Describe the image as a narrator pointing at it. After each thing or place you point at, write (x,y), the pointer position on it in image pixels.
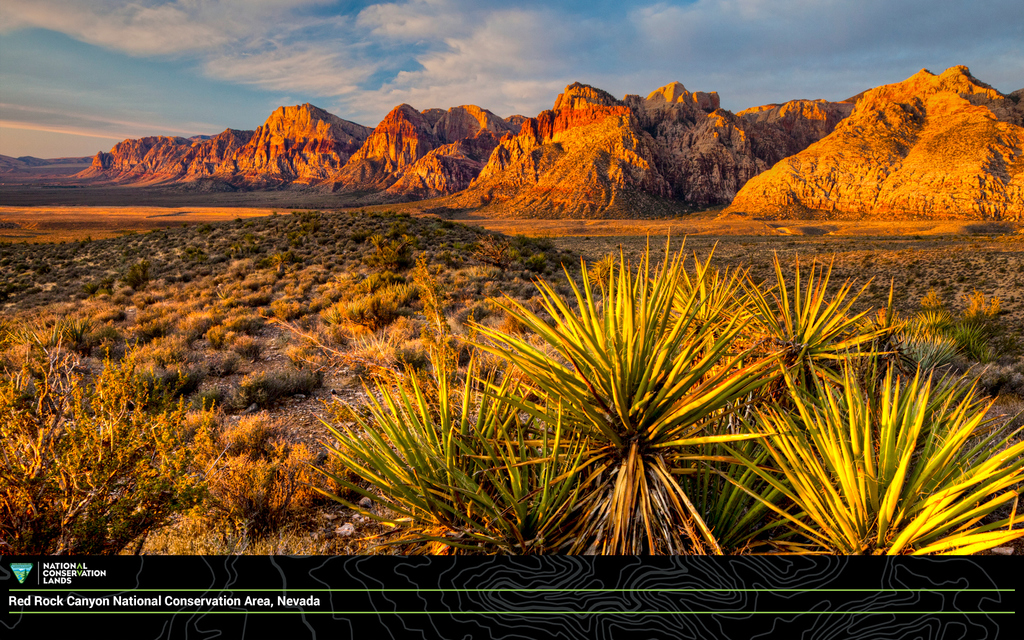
In this image there are mountains (352,139) and plants (485,257) and also grass (512,256). At the top (286,69) there is sky (387,47) with clouds (488,36) and at the bottom (121,600) there is logo (101,568) with text (91,600).
